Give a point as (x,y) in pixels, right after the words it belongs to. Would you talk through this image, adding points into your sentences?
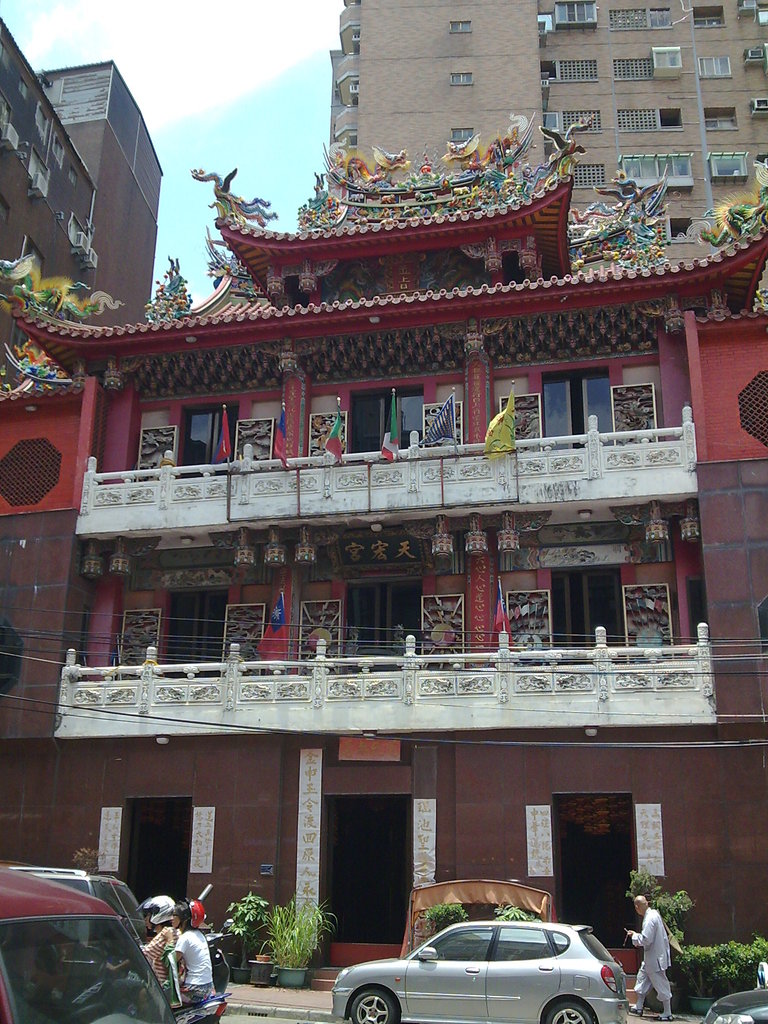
There are two persons (195,962) sitting on the bike (193,1006), one of them is riding that bike (205,1012), on the road (243,1019), on which, there are vehicles (347,997). In the background (636,933), there is a person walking on the footpath (649,1020), near plants (709,962), there are plants (247,920) and there are clouds (114,7) in the blue sky (245,135).
